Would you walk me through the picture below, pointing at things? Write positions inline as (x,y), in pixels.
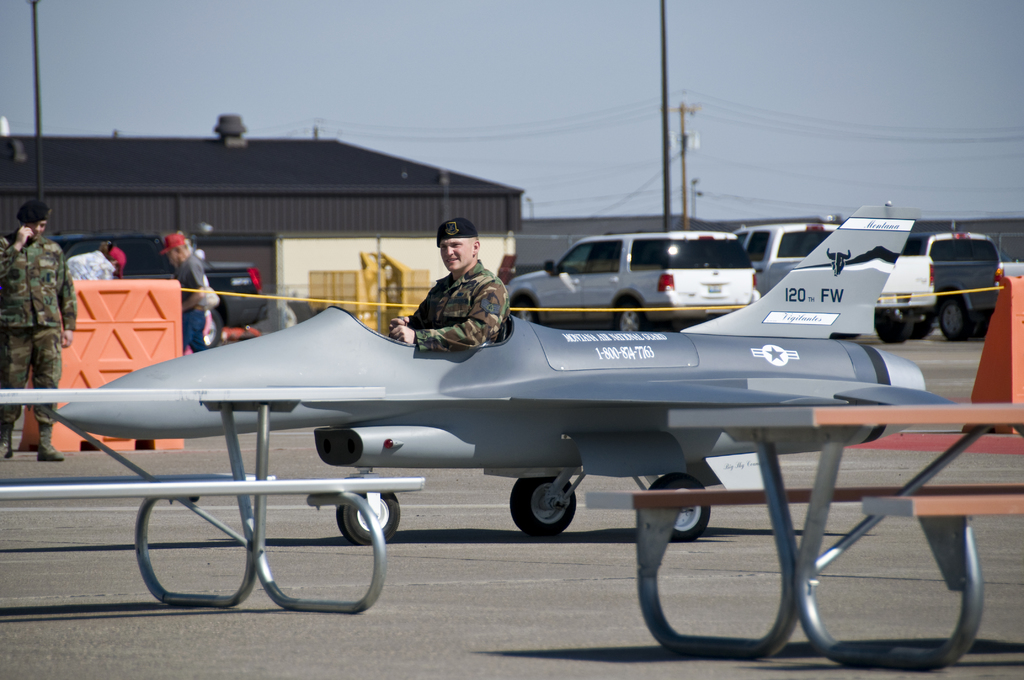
In the middle of this image (468,311), there is a person (488,276) in a uniform (488,276) sitting on a seat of an aircraft (204,359) which is on a runway (316,471). On the left side (259,455), there are two benches (272,477) attached to a table (305,387). On the right side (684,422), there are two benches (1007,512) attached to a table (988,408). In the background (951,252), there are vehicles (780,262), people (183,280), a box (151,286), a building (127,191), poles (690,108), electric lines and there is sky (488,29).
